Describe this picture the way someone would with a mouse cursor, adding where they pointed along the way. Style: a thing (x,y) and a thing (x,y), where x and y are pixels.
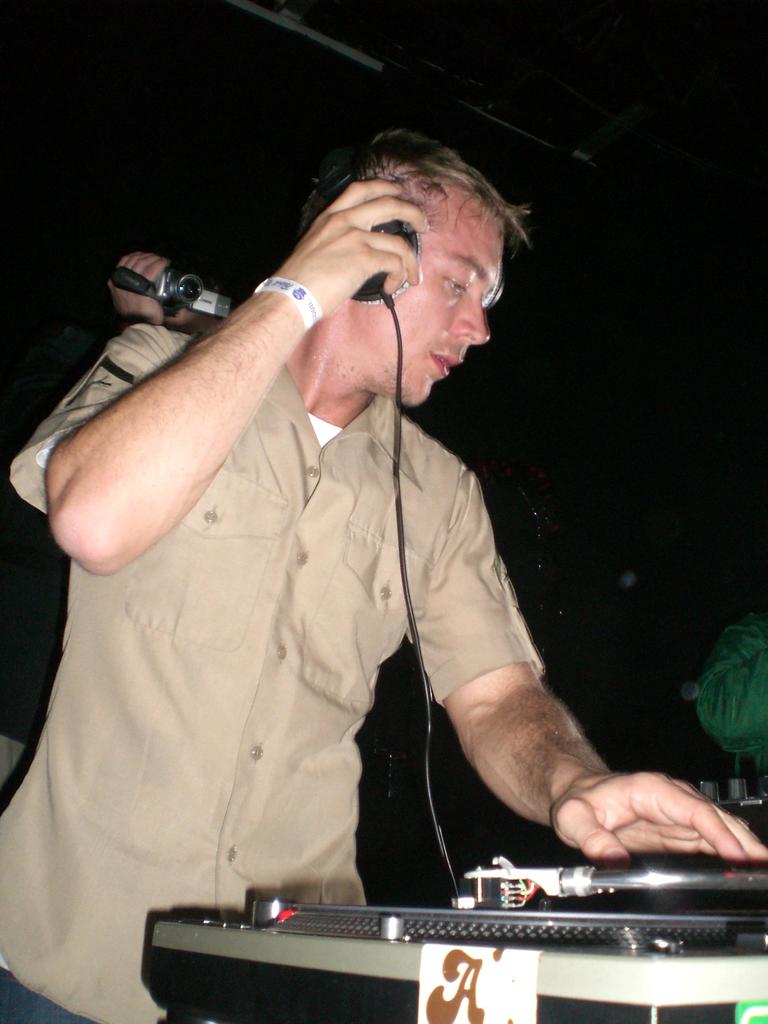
In this image I can see a man (164,551) is standing and holding headphone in the hand (338,300). Here I can see a musical instrument (540,944). The man (274,770) is wearing a shirt (209,718). In the background (209,312) I can see a video camera (189,300) in a person's hand (174,320).
